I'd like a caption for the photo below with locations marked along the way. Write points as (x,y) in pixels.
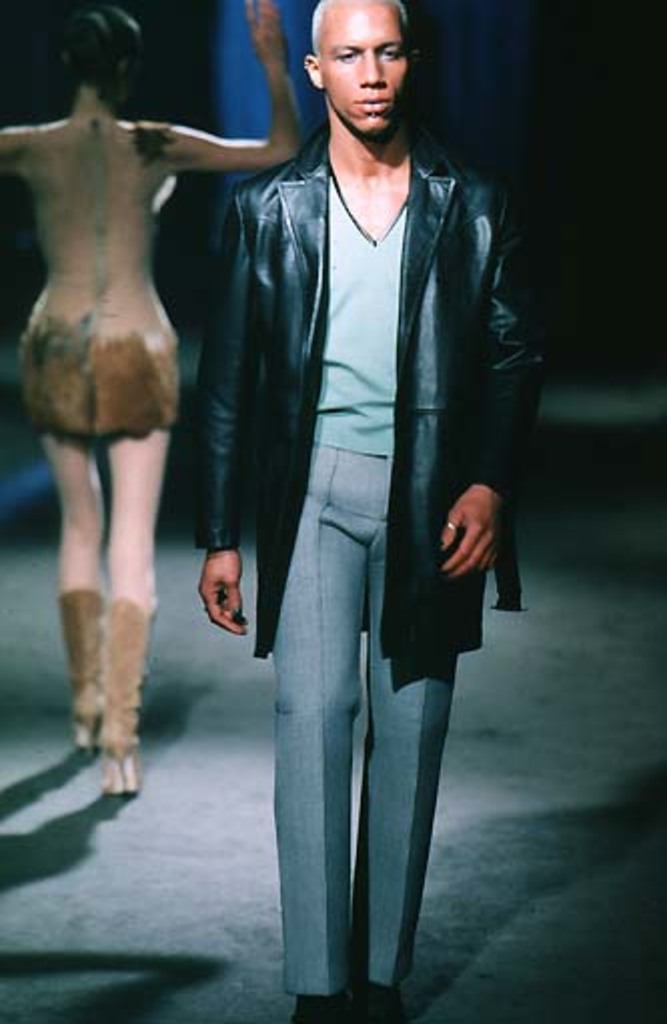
This image is taken indoors. At the bottom of the image (157,876) there is a floor (538,856). In this image the background (596,280) is dark. On the left side of the image (95,575) a woman (110,64) is walking on the floor (121,853). In the middle of the image (383,534) a man (387,222) is walking on the floor (133,840). He has worn a coat (455,408), a T-shirt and a pant (334,719).
